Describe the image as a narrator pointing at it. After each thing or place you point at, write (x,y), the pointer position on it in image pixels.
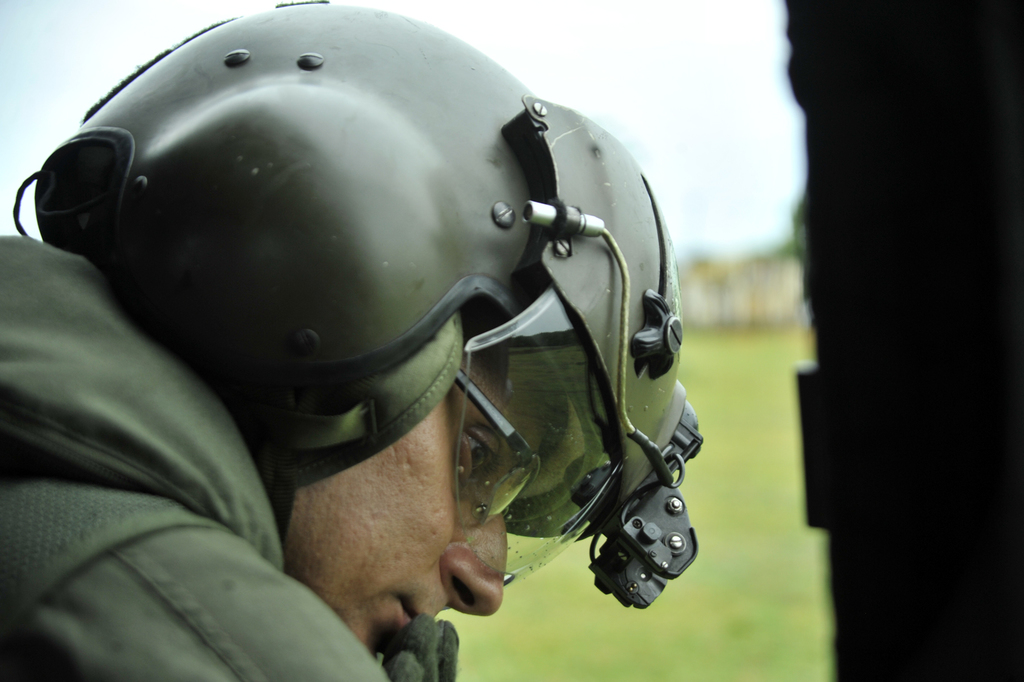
In this image there is a man (165,570) wearing a helmet (513,314), in the background (752,611) it is blurred.
